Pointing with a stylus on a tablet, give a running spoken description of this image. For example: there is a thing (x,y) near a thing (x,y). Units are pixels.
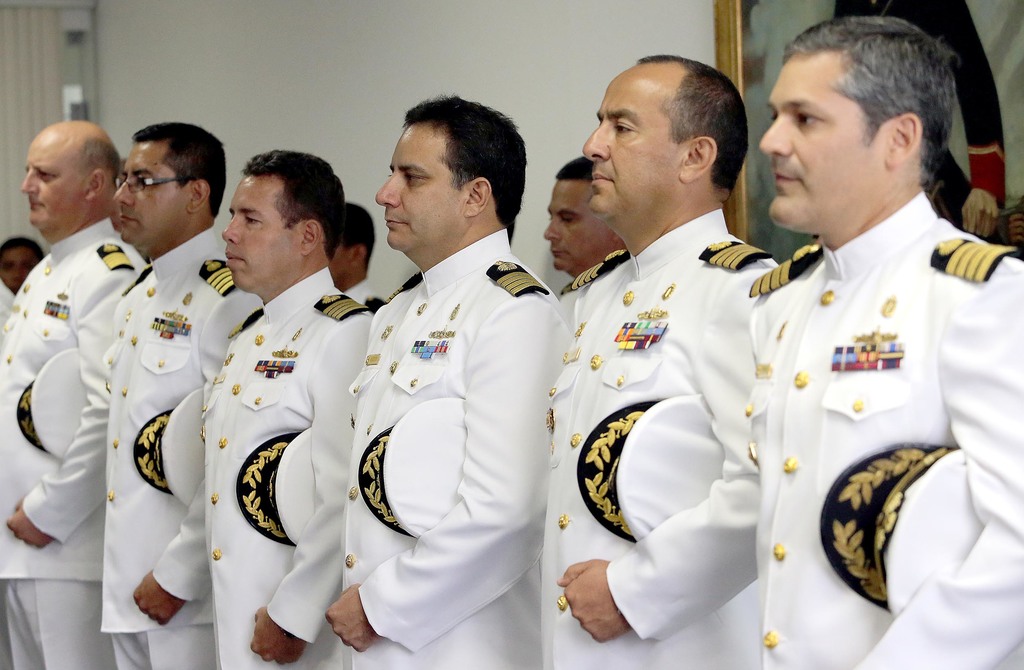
In this picture we can see the officers (720,481) who are wearing the white uniform (212,326) and holding the cap (866,579). In the top right corner (748,178) there is a painting (746,87) on the wall (677,3). On the left (37,58) there is a door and cloth (38,33).
